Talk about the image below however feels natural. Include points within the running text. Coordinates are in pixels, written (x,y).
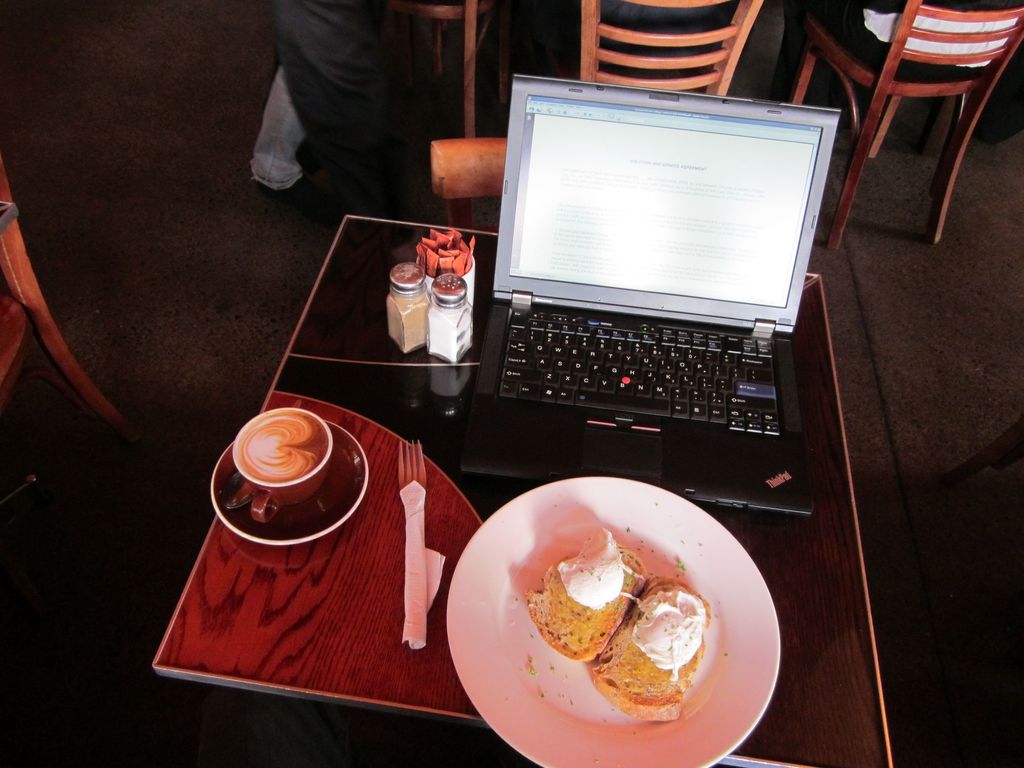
In the given image we can see a person's leg (277,79). There are chairs (733,47) and a table (327,349). On the table (342,349) system (651,332) is kept. This is a plate (481,549), fork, tea cup (306,470) and food (570,612) in a plate (505,563).
